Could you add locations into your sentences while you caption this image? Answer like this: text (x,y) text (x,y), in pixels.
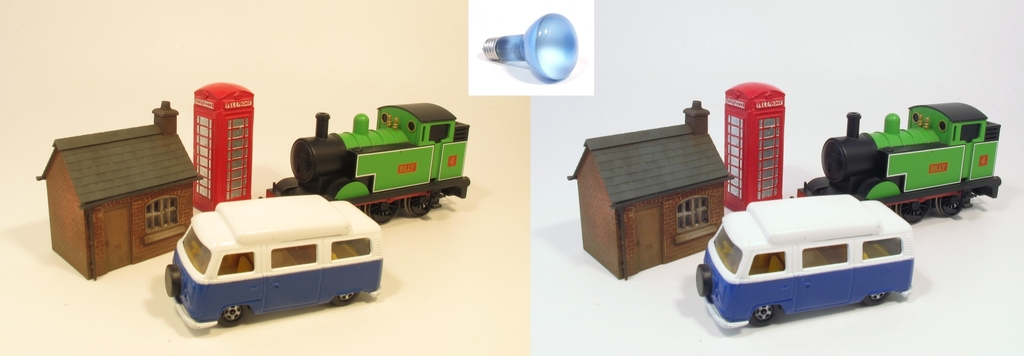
This is the collage of two picture in which there are some toys (784,239) like house (680,176), booth (235,92), train (428,142), car (797,218) and in between there is a bulb (547,33).
